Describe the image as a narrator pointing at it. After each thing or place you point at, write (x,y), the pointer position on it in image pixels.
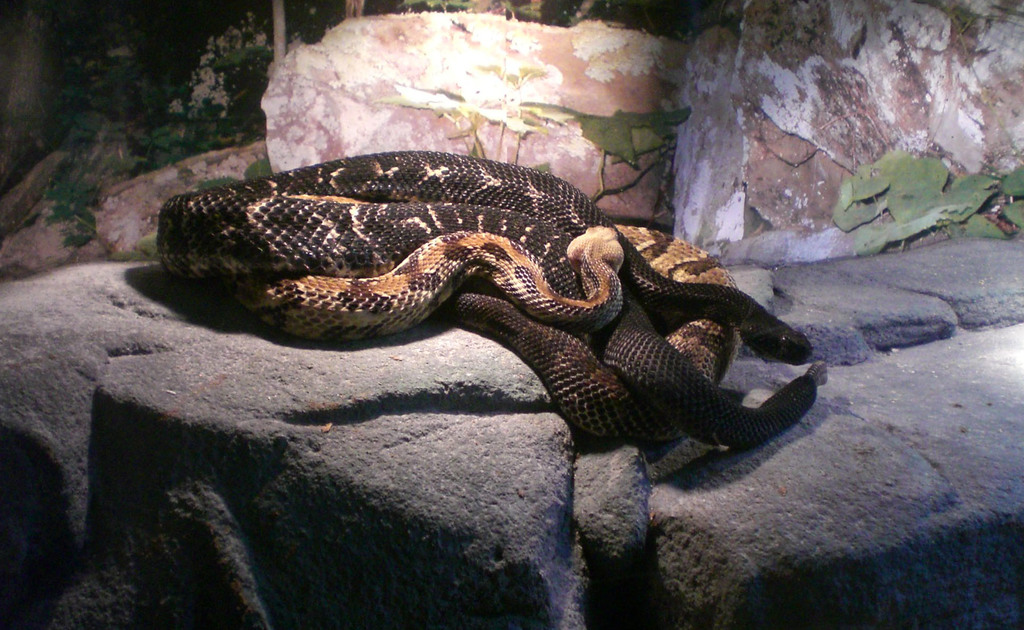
In the image there are two different snakes (497,251) laying on a rock (663,464).
